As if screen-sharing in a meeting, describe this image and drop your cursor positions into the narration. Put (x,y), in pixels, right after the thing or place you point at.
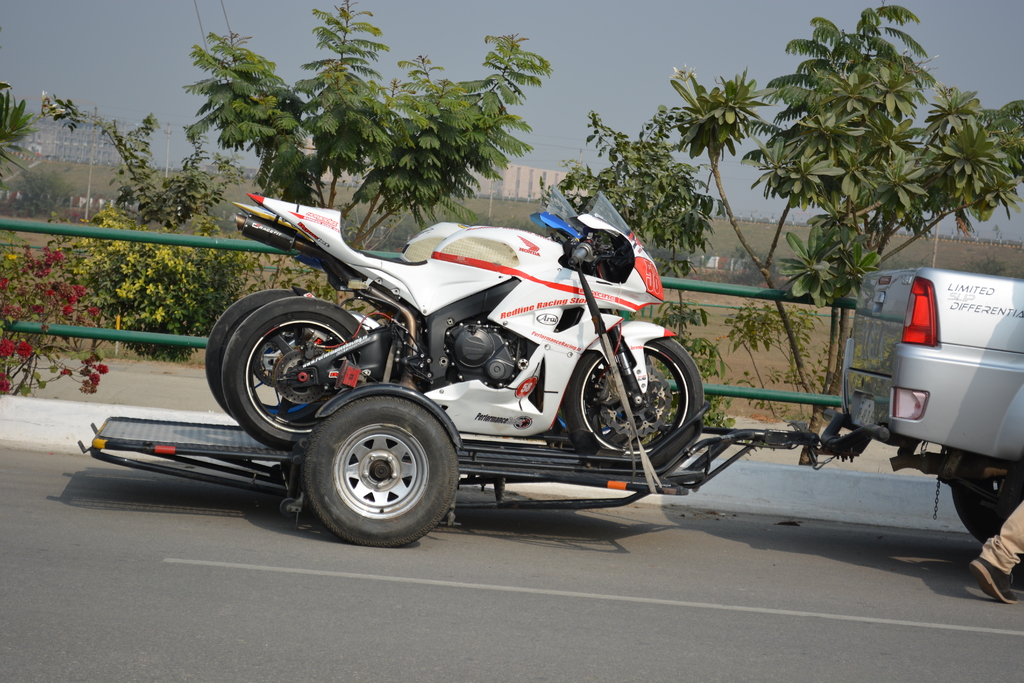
In the center of the image (525,446) we can see, motorcycles (553,349) placed on trailer (424,472) connected to a vehicle (960,355) parked on the ground (842,643). In the right side of the image (1009,536) we can see leg (1001,548) of a person (982,567). In the background (153,236), we can see barricade (100,338), group of trees (114,306), buildings (497,186), poles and the sky (562,38).
